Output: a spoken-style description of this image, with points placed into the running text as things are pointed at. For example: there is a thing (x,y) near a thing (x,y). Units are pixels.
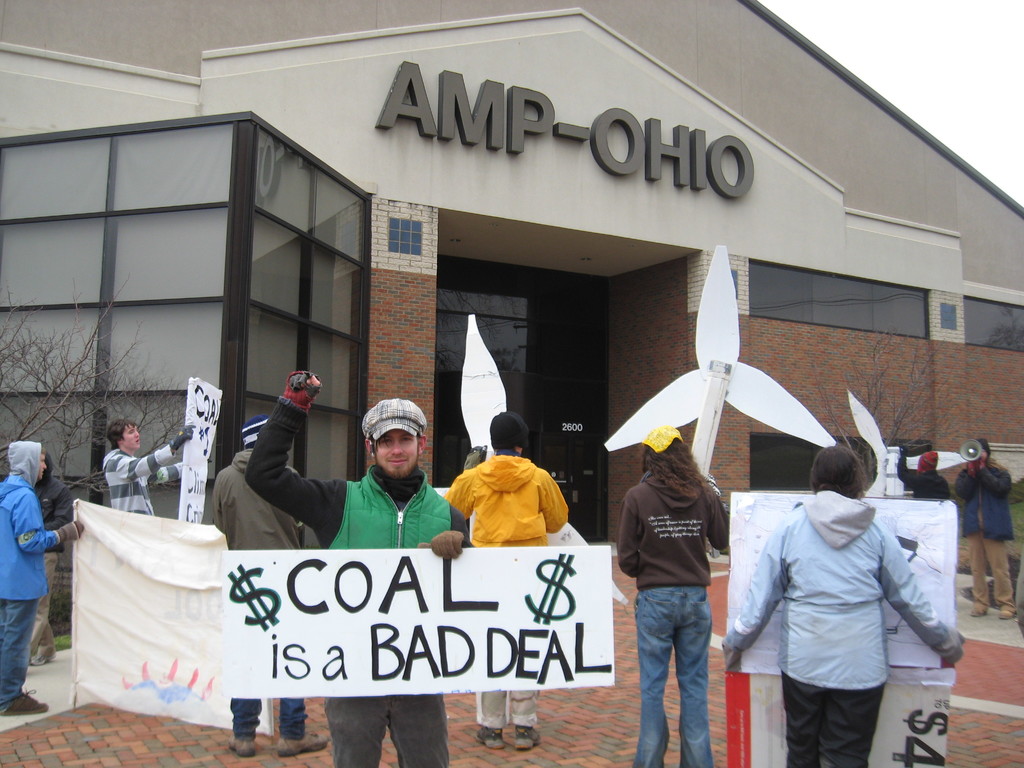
There is a group of persons (495,507) standing and holding some boards (197,505) at the bottom of this image (412,528). There is a tree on the right side of this image (892,442) and left side of this image (83,451) as well. There is a building (342,455) in the background (554,330).
